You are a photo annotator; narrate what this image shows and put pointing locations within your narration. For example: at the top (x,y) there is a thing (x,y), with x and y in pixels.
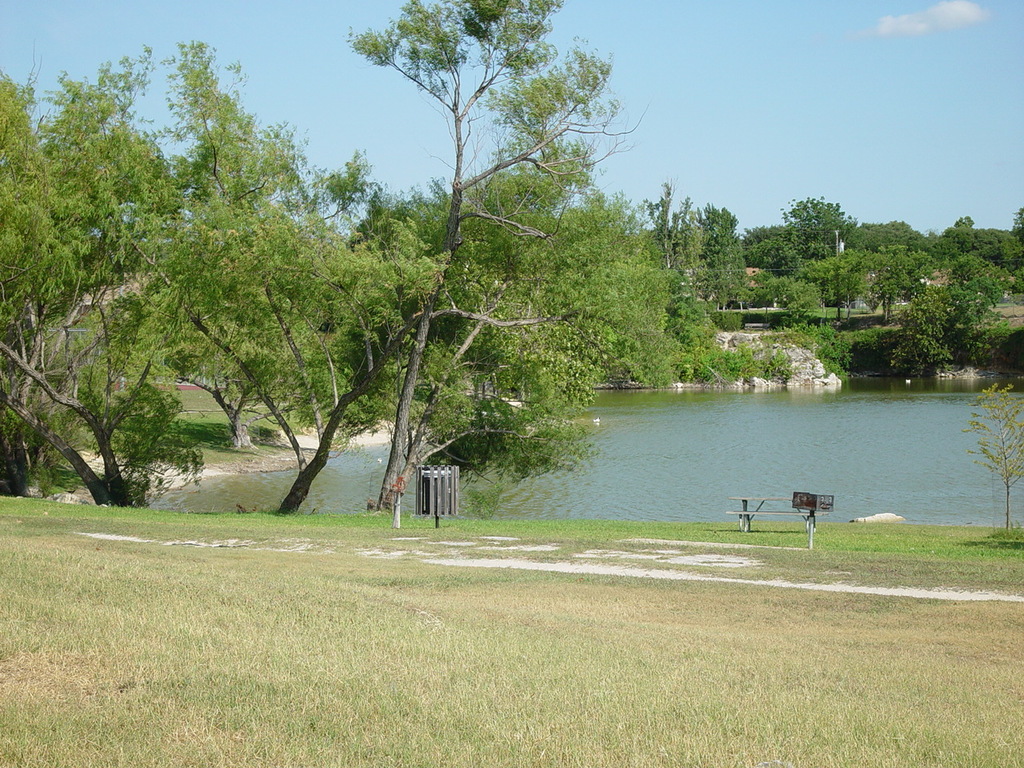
On the right side of the image (791,452) there is a lake (745,449). In the background (474,419) there are trees (911,279) and sky (469,110). At the bottom (333,716) there is grass (568,675).
